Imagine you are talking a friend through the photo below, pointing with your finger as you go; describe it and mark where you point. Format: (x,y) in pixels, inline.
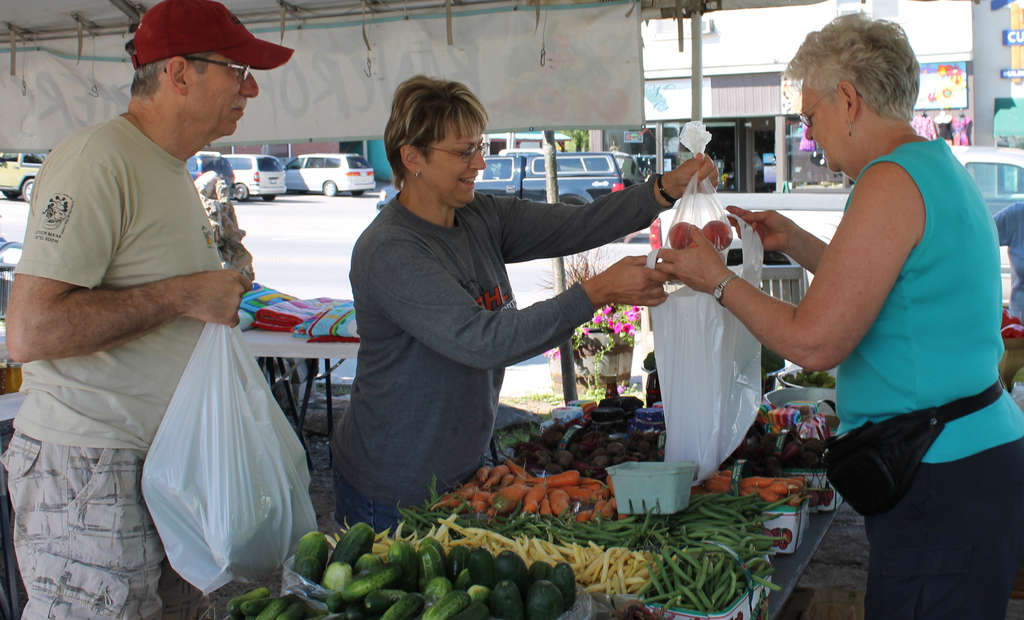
In the center of the image (416,240) there is a woman (408,451) holding vegetables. On the right side of the image (851,295) there is a woman (1004,583) holding a carry bag (754,369). On the left side of the image (106,608) we can see a man (146,596) holding vegetables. At the bottom of the image (433,508) we can see vegetables (785,480). In the background (269,221) we can road (317,233), vehicles (331,167) and building (665,135).
